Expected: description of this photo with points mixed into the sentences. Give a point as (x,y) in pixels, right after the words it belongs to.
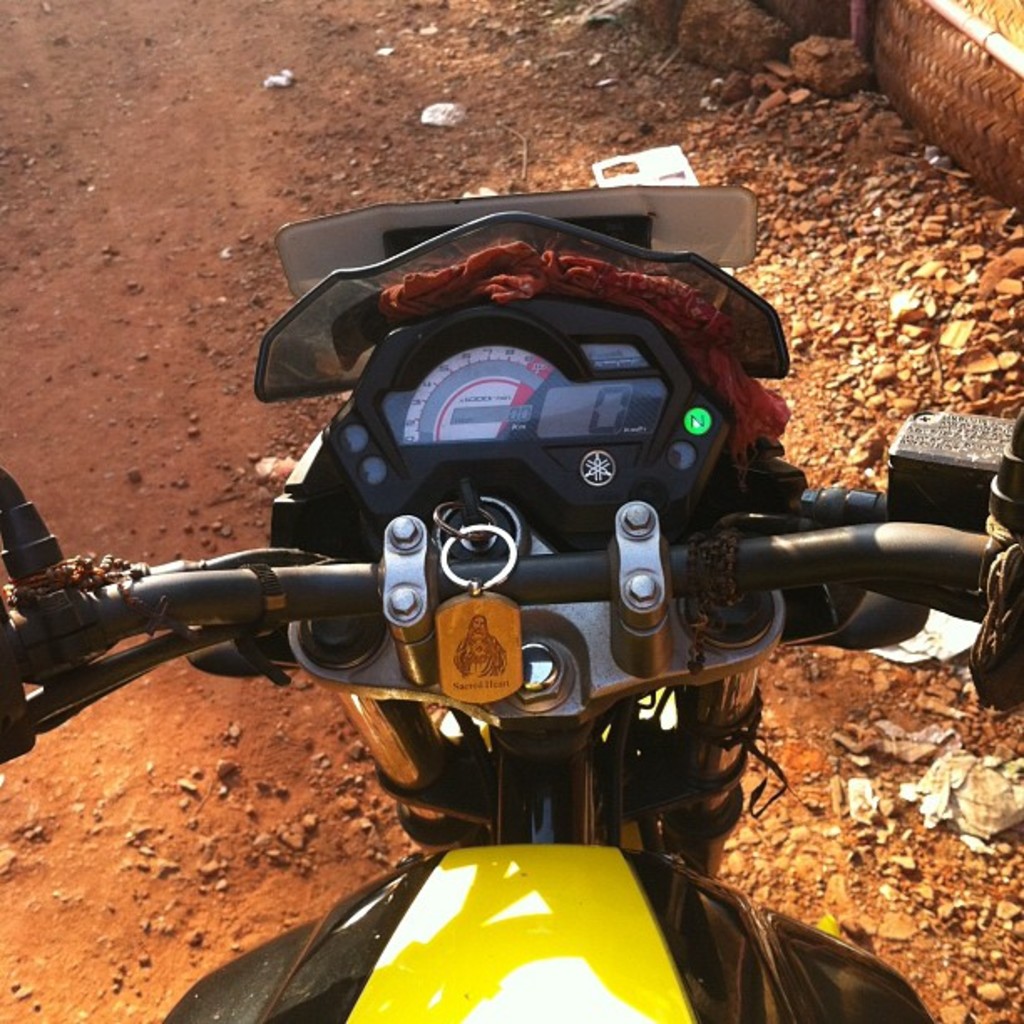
In this image we can see bike (445,907) which is of yellow and black color is on road (114,400).
